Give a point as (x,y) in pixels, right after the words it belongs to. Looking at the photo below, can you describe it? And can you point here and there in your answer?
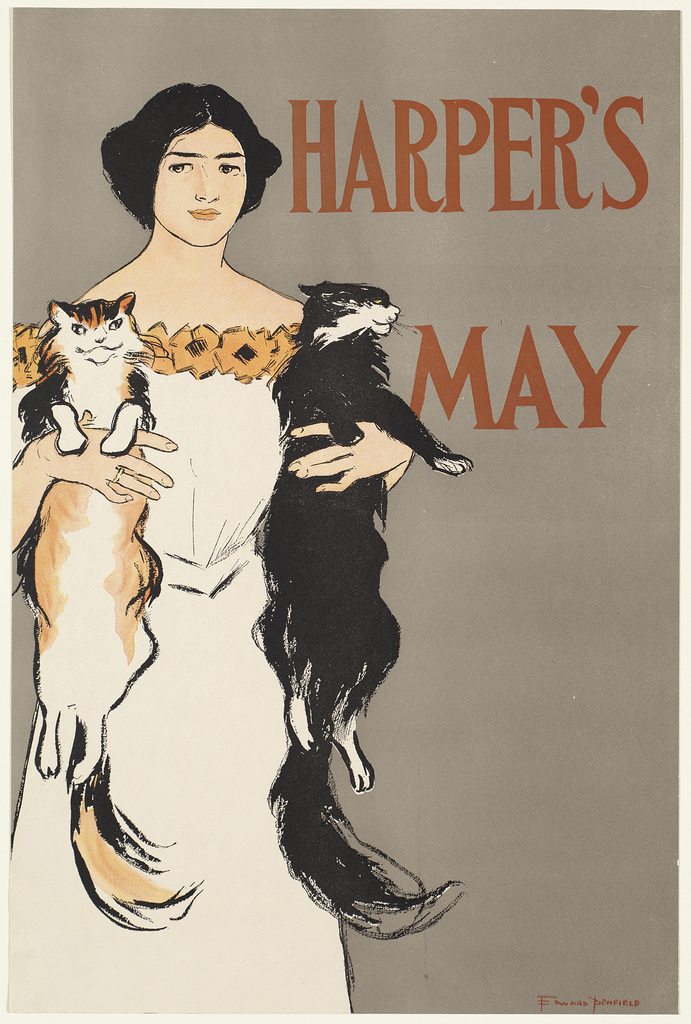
In the foreground of this poster, there is a woman (212,574) holding two cats (133,563) and on the right (556,142), there is some text (556,142).
